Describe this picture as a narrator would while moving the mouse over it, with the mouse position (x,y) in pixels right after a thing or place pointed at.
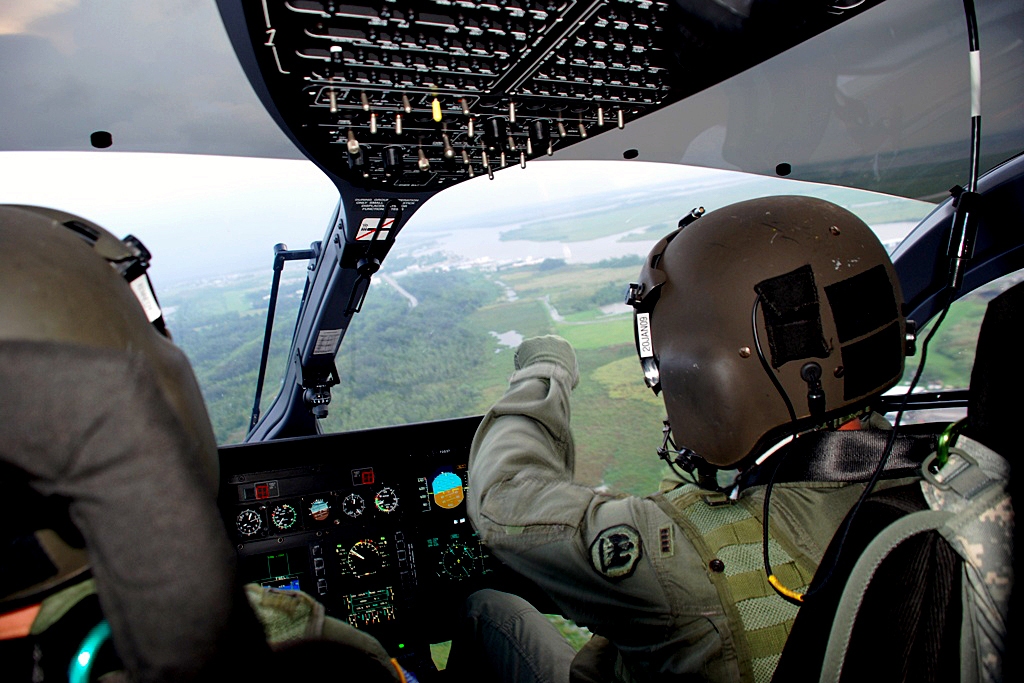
In this image, we can see a person (816,279) sitting on chair (803,624) inside an helicopter (346,172). There is a control panel (472,59) at the top of the image (509,165). There are some gauges (354,595) at the bottom of the image (377,597).
